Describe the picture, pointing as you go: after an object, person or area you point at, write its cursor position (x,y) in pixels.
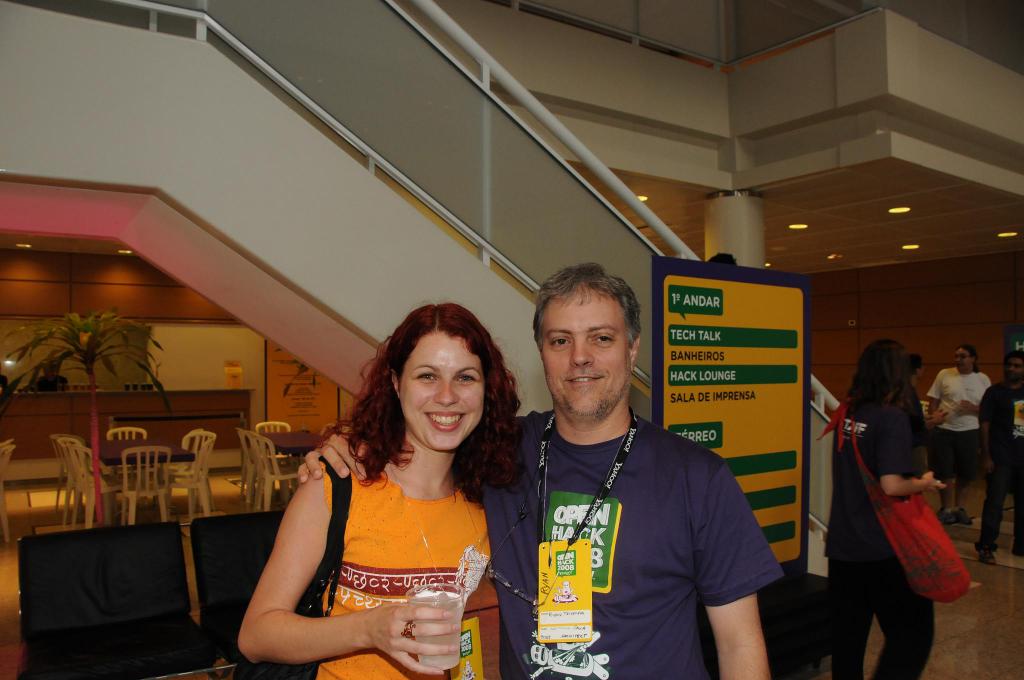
In this picture, we can see a few people (870,348), chairs (270,482), table (111,460), desk (81,408) and some objects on it, roof (692,232) with lights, pillars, railing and we can see some posters (318,404).
